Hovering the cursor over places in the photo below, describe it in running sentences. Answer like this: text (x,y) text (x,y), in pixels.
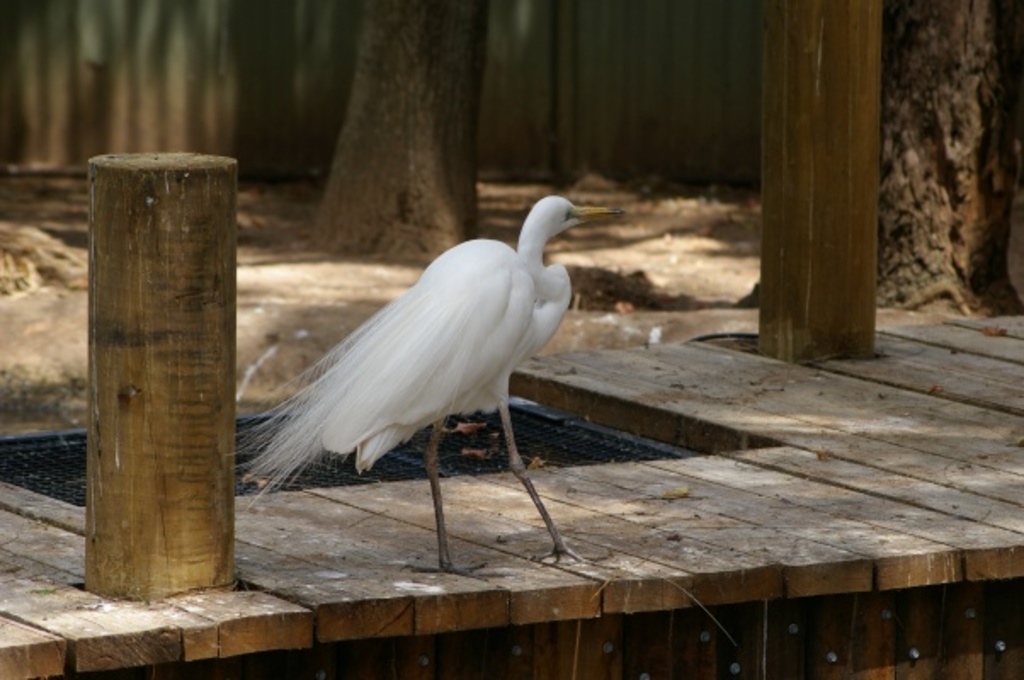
In this image I can see a bird (443,338) standing in the center of the image (473,282) on a wooden walk path (772,456) and there are some trees (416,106) at the top of the image (406,95).
